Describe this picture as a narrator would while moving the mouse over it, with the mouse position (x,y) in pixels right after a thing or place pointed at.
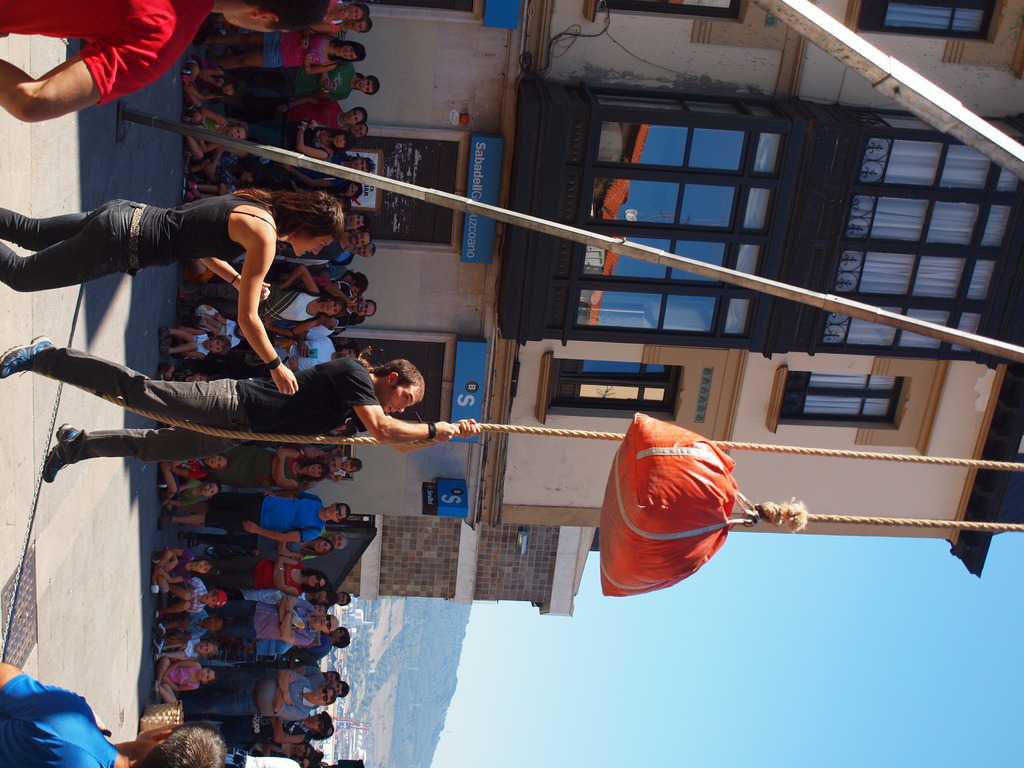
In this picture we can see a man (259,409) in the black t shirt (331,400) is holding a rope (556,428) and to the rope (799,523) there is an orange object (651,513). Behind the man (319,404) there are poles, some people (190,656) are sitting and some people (301,637) are standing on the road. Behind the people (288,325) there are buildings (582,390), a hill (413,687) and the sky (673,616). On the road (58,600), it looks like a manhole lid (14,605).
